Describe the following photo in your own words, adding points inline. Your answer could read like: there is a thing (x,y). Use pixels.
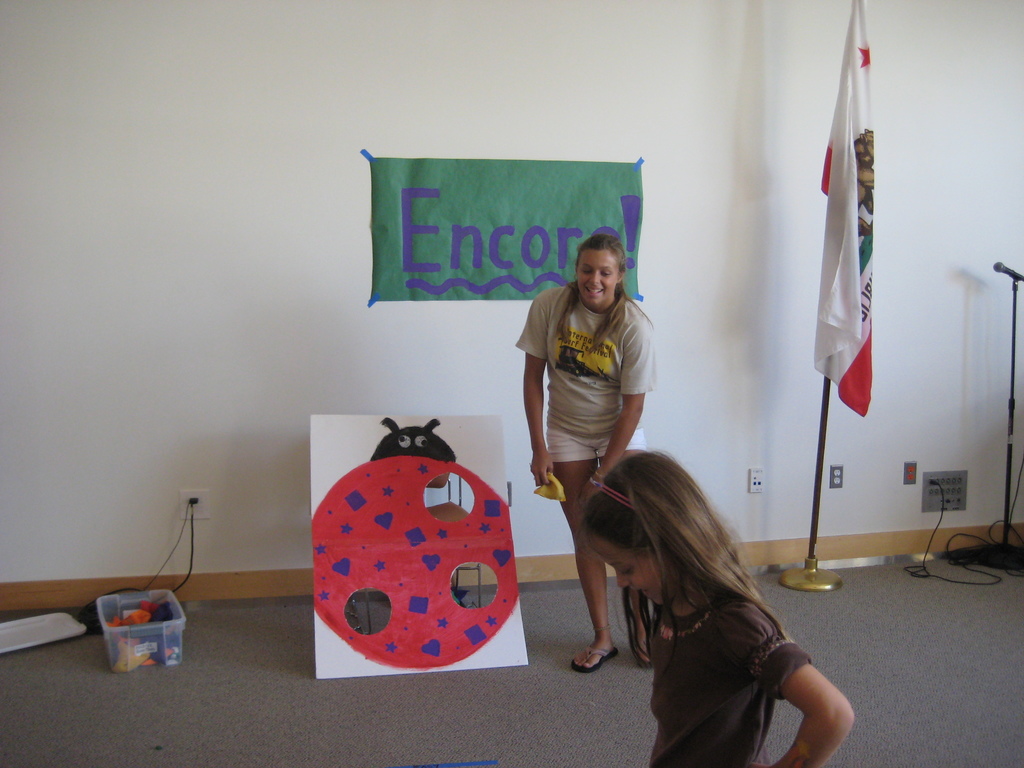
In this image we can see a woman (595,390) and a child (657,663) standing on the floor (301,678), container (146,635), cables (173,550), flag (865,385), flag post (820,481), mic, mic stand (990,546), electric socket (943,491), paper (570,229) with some text (405,222) pasted on the wall (472,312) and a craft (495,447).
